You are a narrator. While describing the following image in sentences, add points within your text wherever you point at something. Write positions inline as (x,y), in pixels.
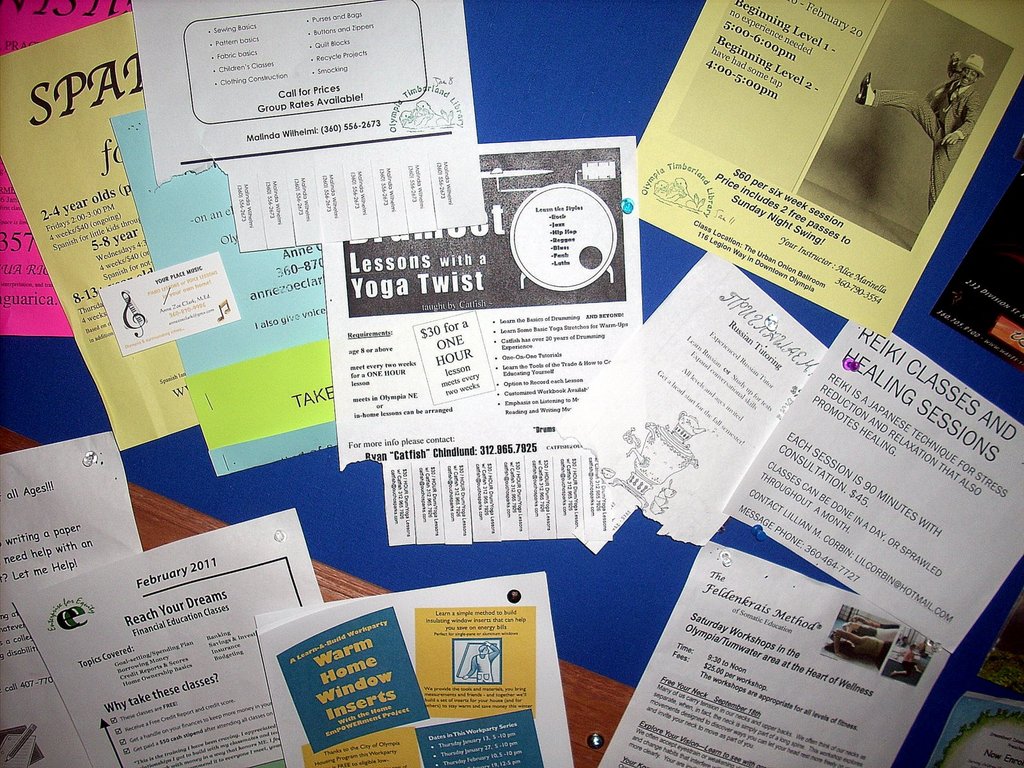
In this image we can see papers (844,499) on the board (633,47).
